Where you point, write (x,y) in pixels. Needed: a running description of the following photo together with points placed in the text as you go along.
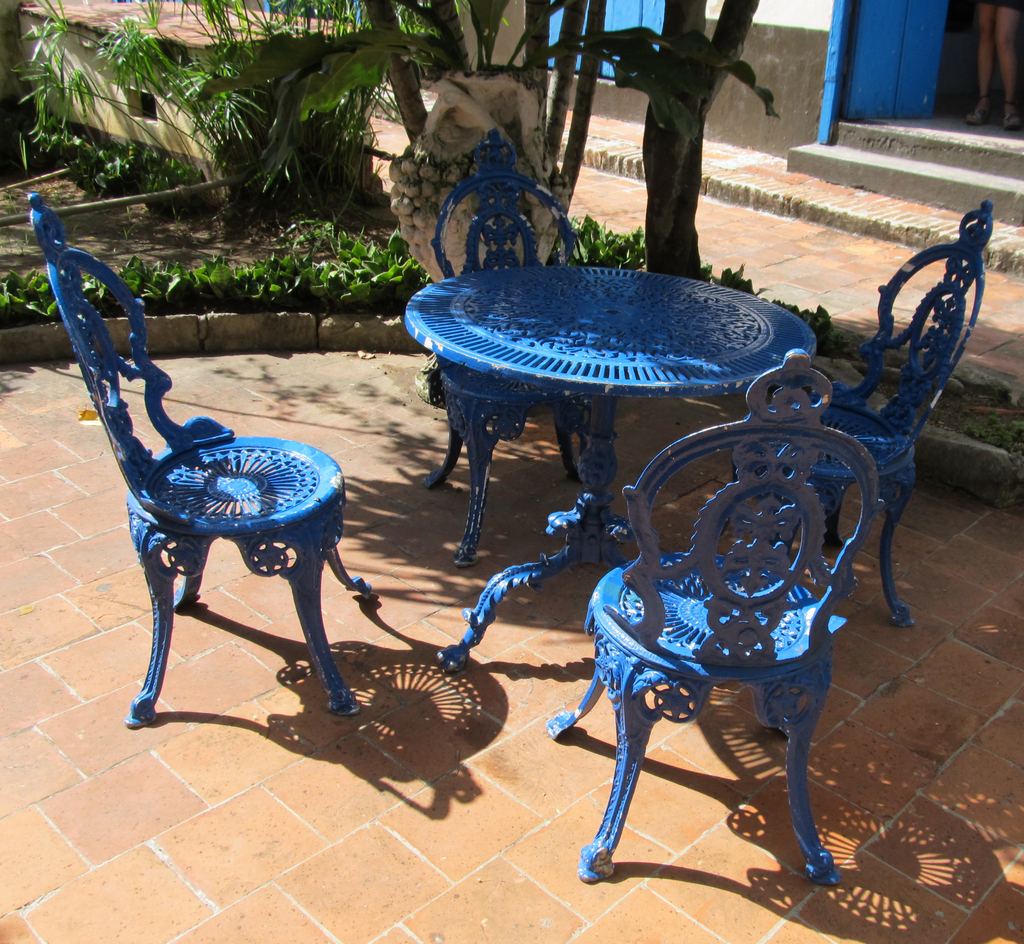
In this image we can see a table (536,352) and some chairs (483,396) which are placed on the surface (451,500). We can also see a person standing inside a house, some stones (289,334), the bark of a tree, some plants (399,263), trees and a staircase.
